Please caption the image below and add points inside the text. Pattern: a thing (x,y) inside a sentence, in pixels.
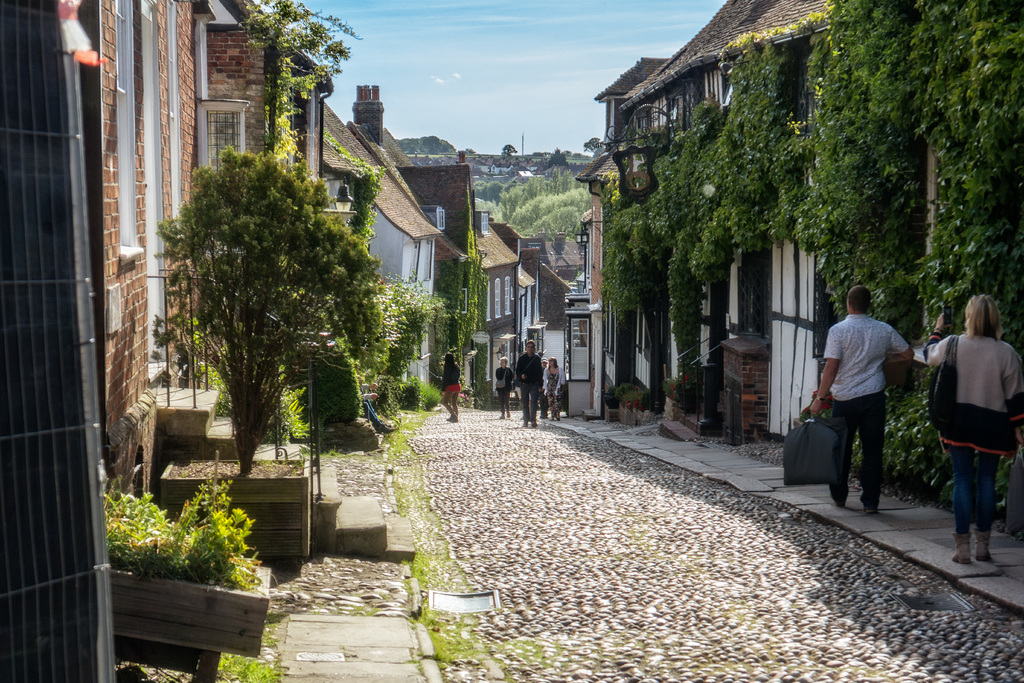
In this image I can see on the right side (961,457) two persons (942,426) are standing, there are plants (849,268) and houses (394,254) on either side of this image. In the middle (456,413) there are few people (544,398), at the top (543,64) there is the sky (470,64).
